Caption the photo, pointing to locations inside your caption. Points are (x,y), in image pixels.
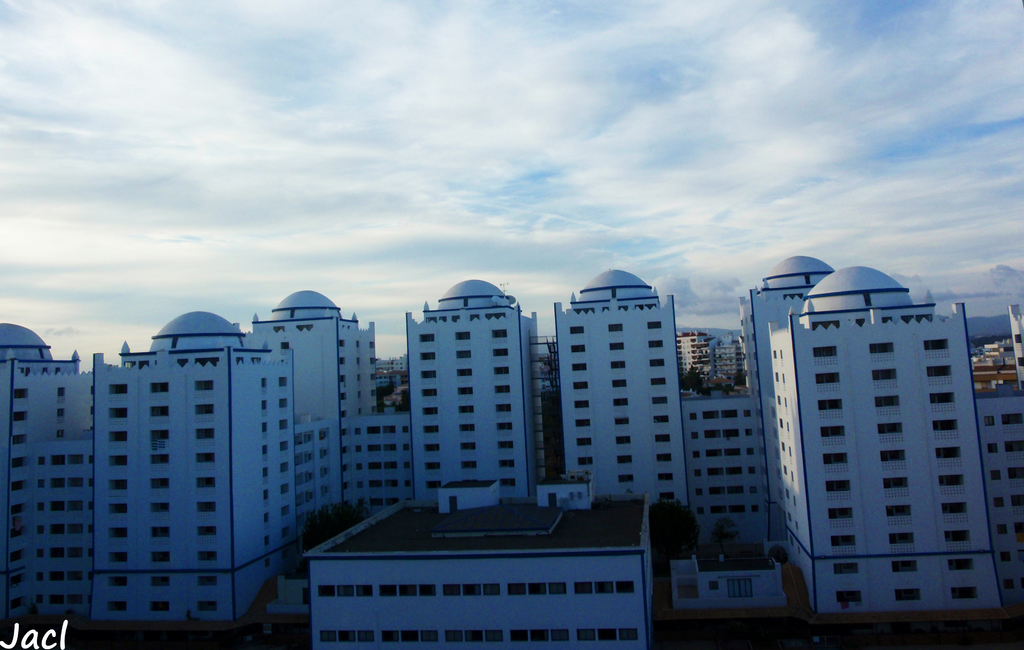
In this picture I can see so many buildings (499,422).
